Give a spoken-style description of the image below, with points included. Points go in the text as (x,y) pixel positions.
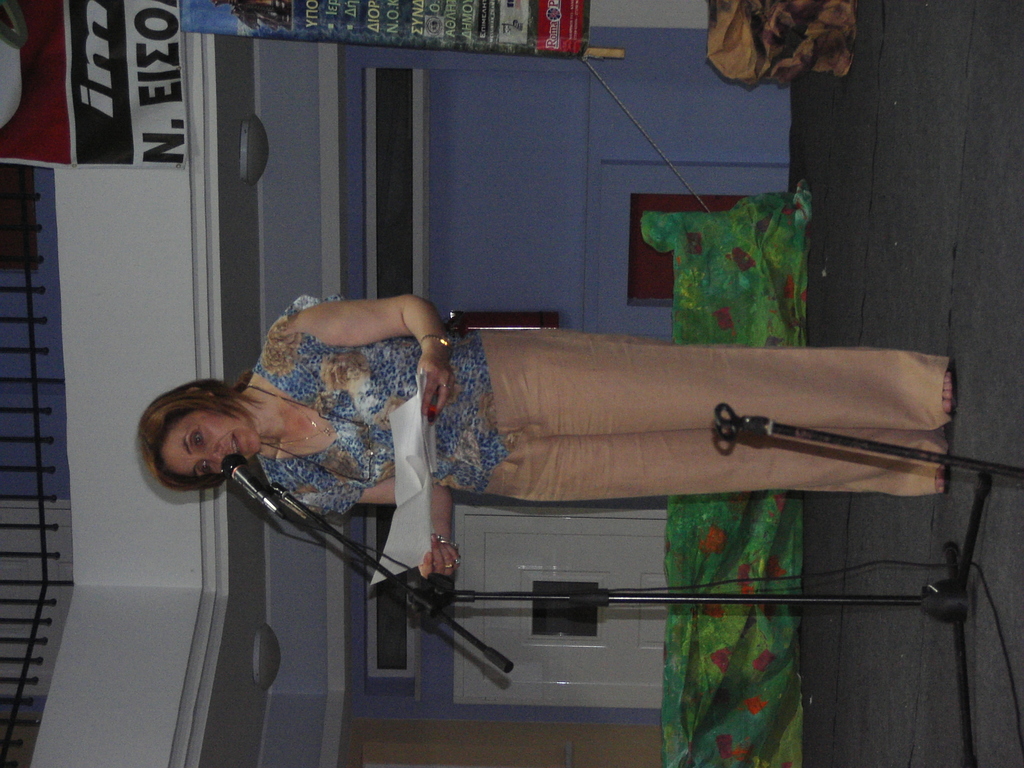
In this image we can see a woman (488,419) holding a paper (399,446). In front of her there is a mic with a stand (940,599). In the background (249,330), we can see a wall (252,350). At the top (112,47) we can see the banners (566,25) with text (388,30). On the left side (69,564), we can see the metal railing (44,542).
